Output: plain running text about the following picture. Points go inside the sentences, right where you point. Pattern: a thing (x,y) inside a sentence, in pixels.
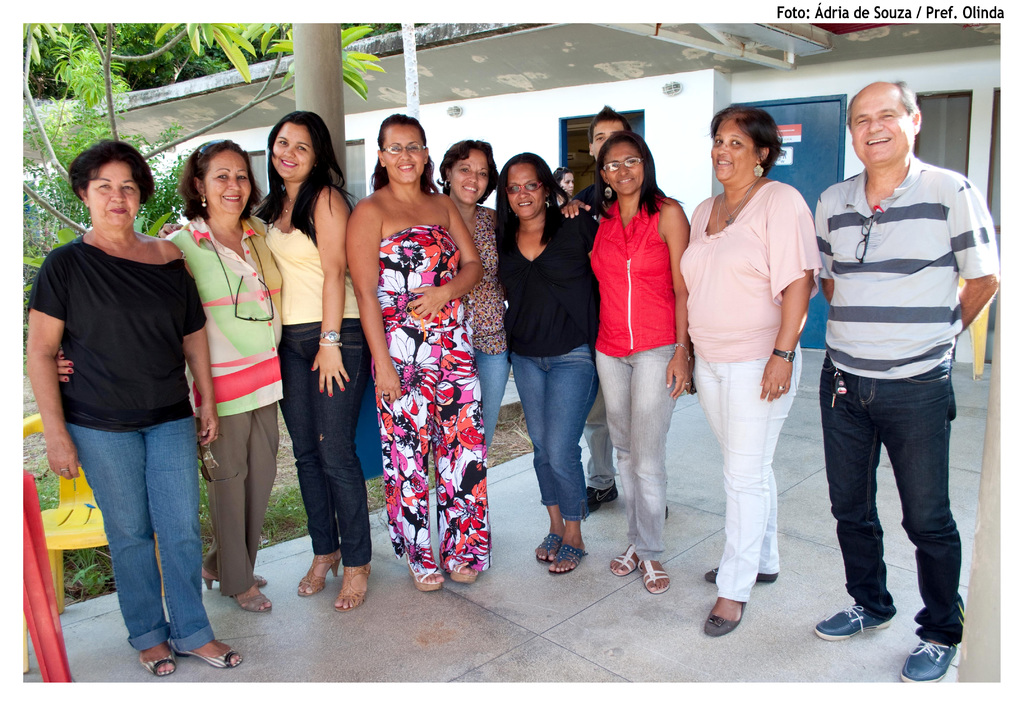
In this image we can see a man (829,250) and eight women (586,285) standing and smiling. In the background (602,113) we can see a person (613,119) and also a woman (569,179) and these people (573,196) are standing in the house (615,103) and on the path (600,587). We can also see the trees (287,50) and also chairs (90,530) and grass (281,512).
